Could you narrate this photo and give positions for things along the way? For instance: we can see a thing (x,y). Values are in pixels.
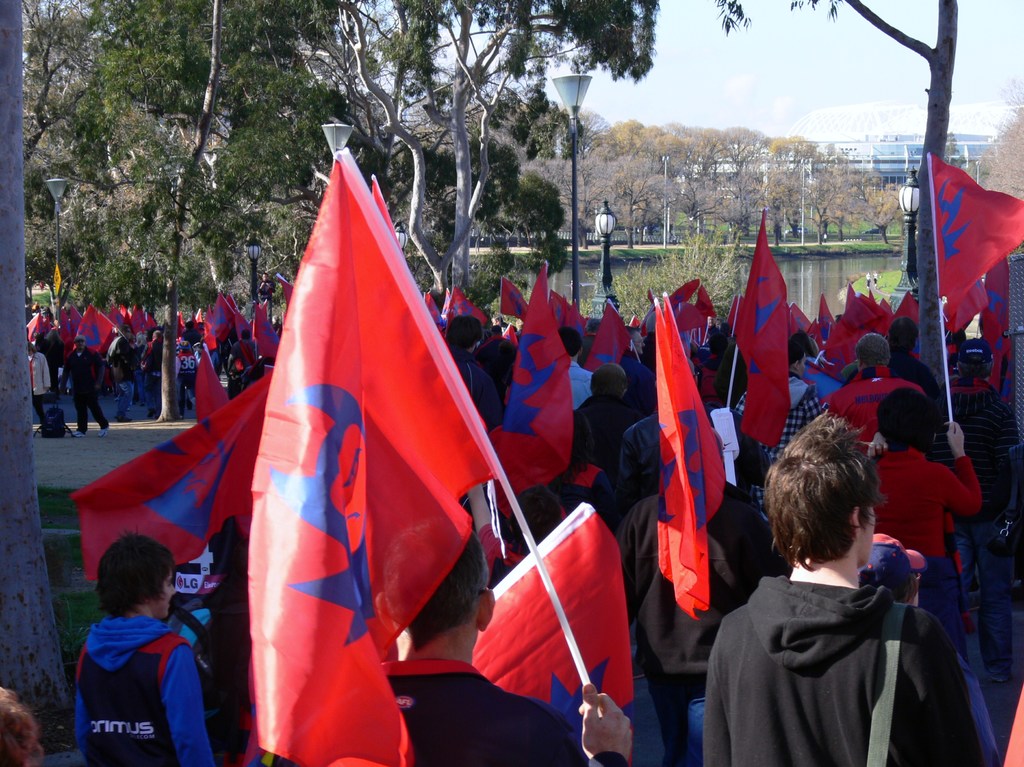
In the center of the image (346,268) there are people (807,612) holding flags (325,408). In the background of the image (773,209) there are trees (570,212). There is water (846,276). There are buildings (884,169). There are light poles (916,182). There is sky (808,73).
